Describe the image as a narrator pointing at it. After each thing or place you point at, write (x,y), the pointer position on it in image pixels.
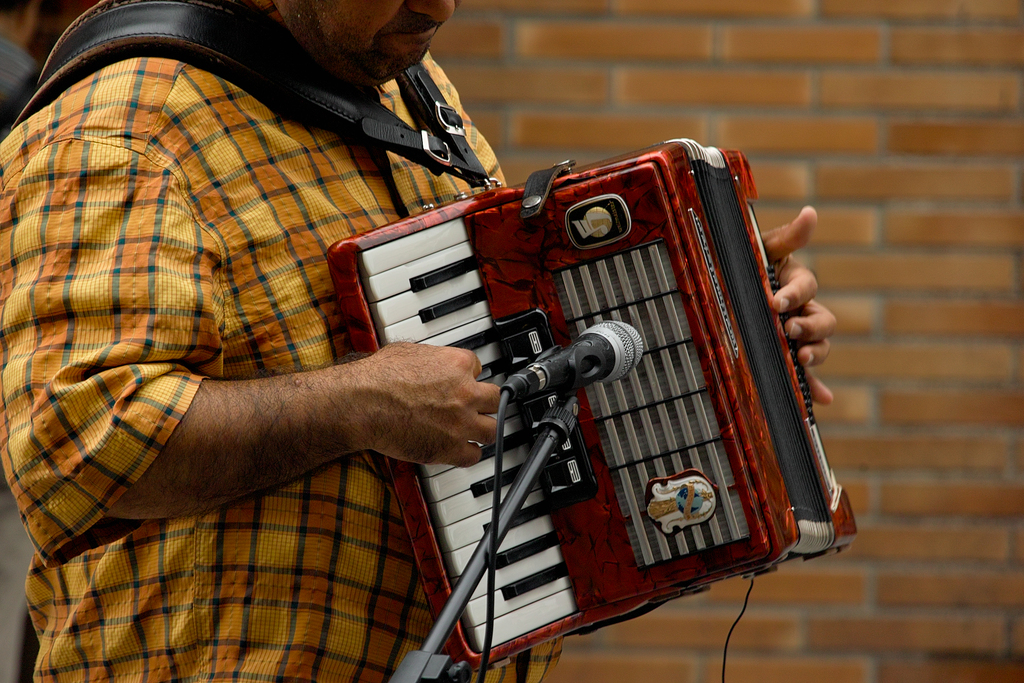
In this image we can see a person (297,360) playing a musical instrument (612,317). In the foreground (561,399) we have a mic (605,332) with a stand (564,401). Behind the person (307,323) we can see a wall (549,152). On the left side (15,33), we can see another person (17,3).
